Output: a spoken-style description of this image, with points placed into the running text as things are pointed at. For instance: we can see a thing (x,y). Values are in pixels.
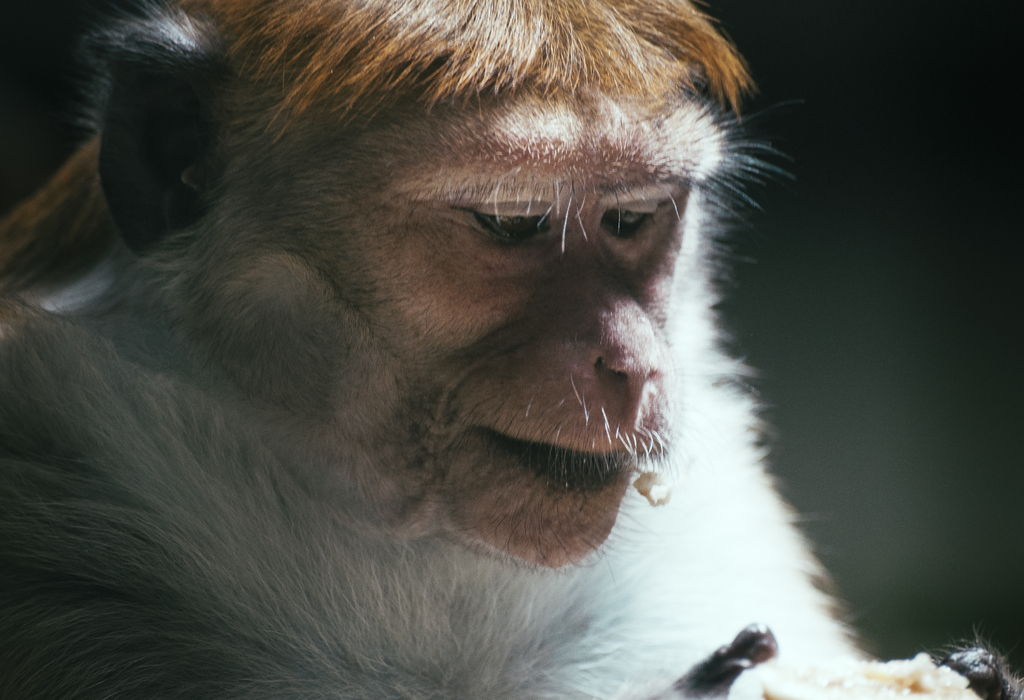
In this image we can see a monkey (717,210) holding food (929,672) in its hand (995,690).
